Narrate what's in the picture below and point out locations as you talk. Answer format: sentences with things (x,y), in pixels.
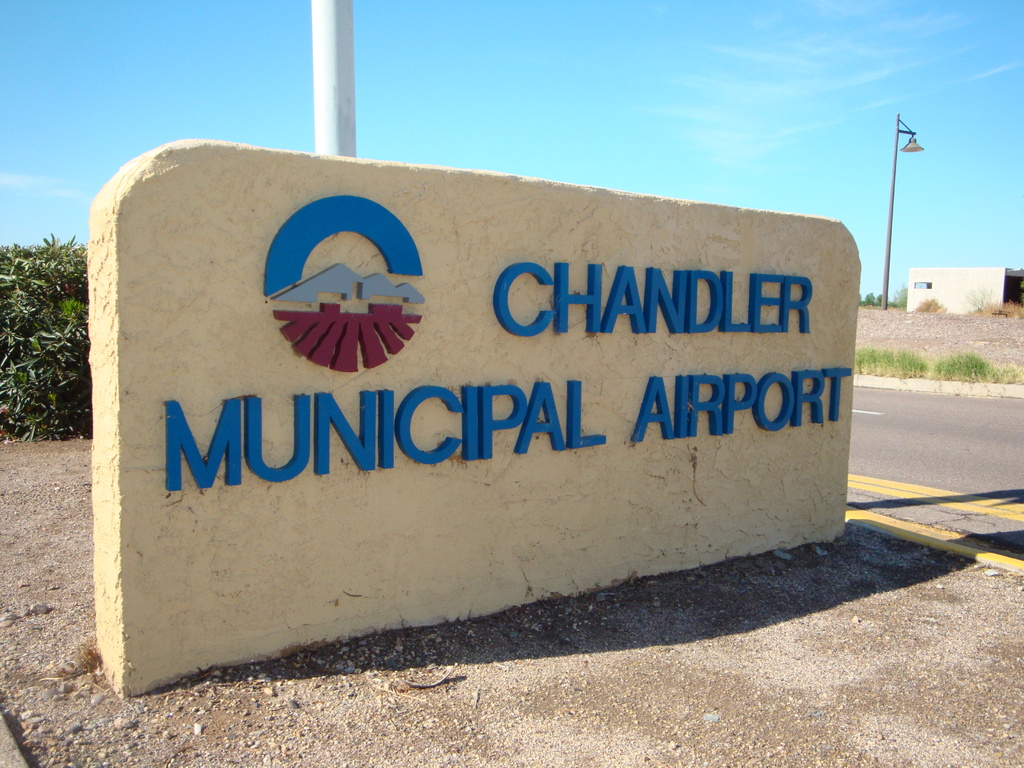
Here we can see a logo (348,338) and text (369,464) written on a stone plate (406,378) on the ground (570,738). In the background (32,315) there are poles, plants (32,328) on the left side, house (1006,274) on the right side (969,264) and clouds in the sky (510,30). On the right (938,435) we can see road (898,398) and grass (883,360) on the ground (883,360).
